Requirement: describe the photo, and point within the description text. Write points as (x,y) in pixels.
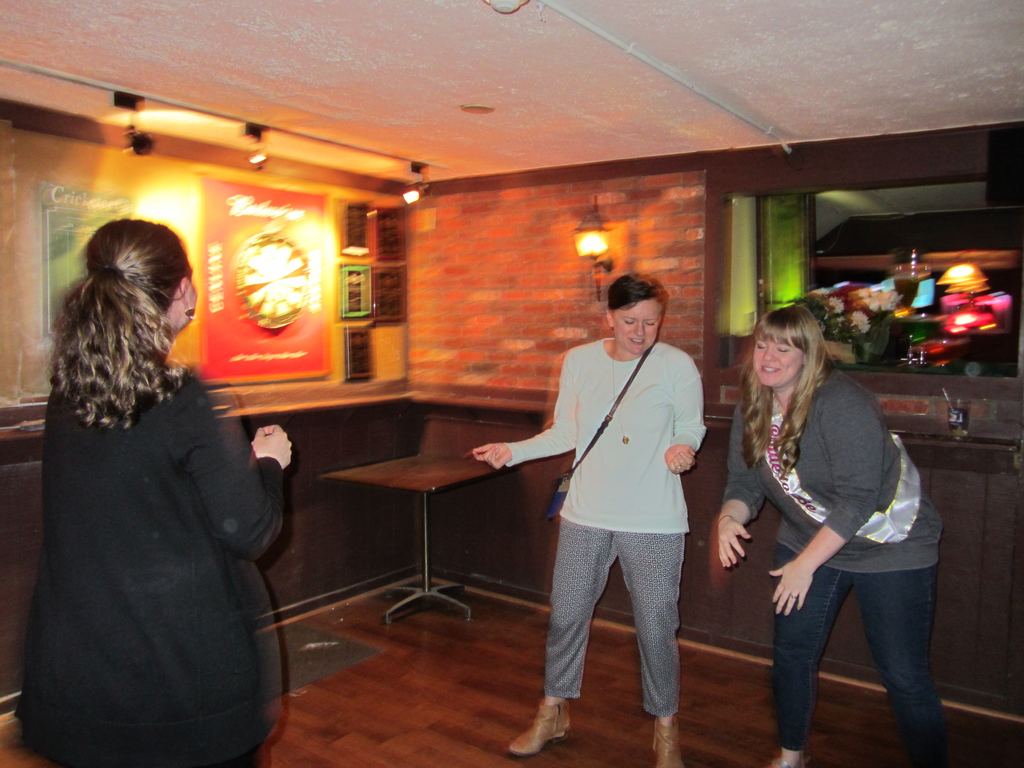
In the image we can see there are women (32,729) standing on the floor (525,695) and there are posters (362,242) on the wall (479,333).
